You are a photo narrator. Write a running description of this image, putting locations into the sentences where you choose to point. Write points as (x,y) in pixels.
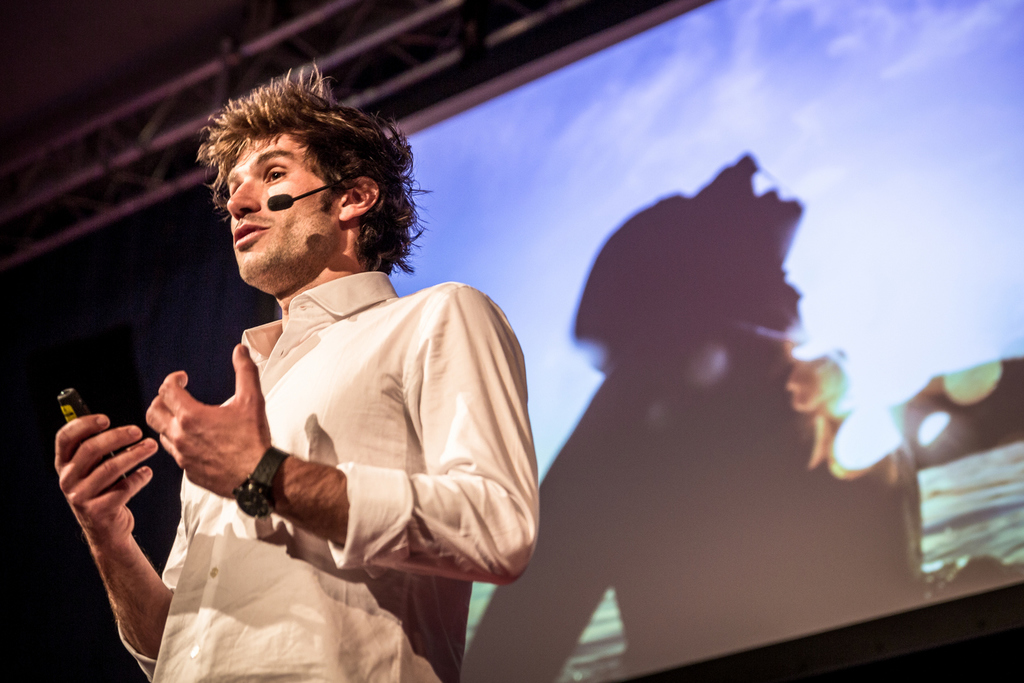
This picture is clicked inside. On the left (306,222) there is a person (338,354) wearing shirt (322,358), holding an object (79,401), standing and seems to be talking. In the background (937,102) we can see the projector screen (786,140) and the metal rods (453,0) and on the projector screen (563,217) we can see the pictures (671,372) of some objects (775,326).
